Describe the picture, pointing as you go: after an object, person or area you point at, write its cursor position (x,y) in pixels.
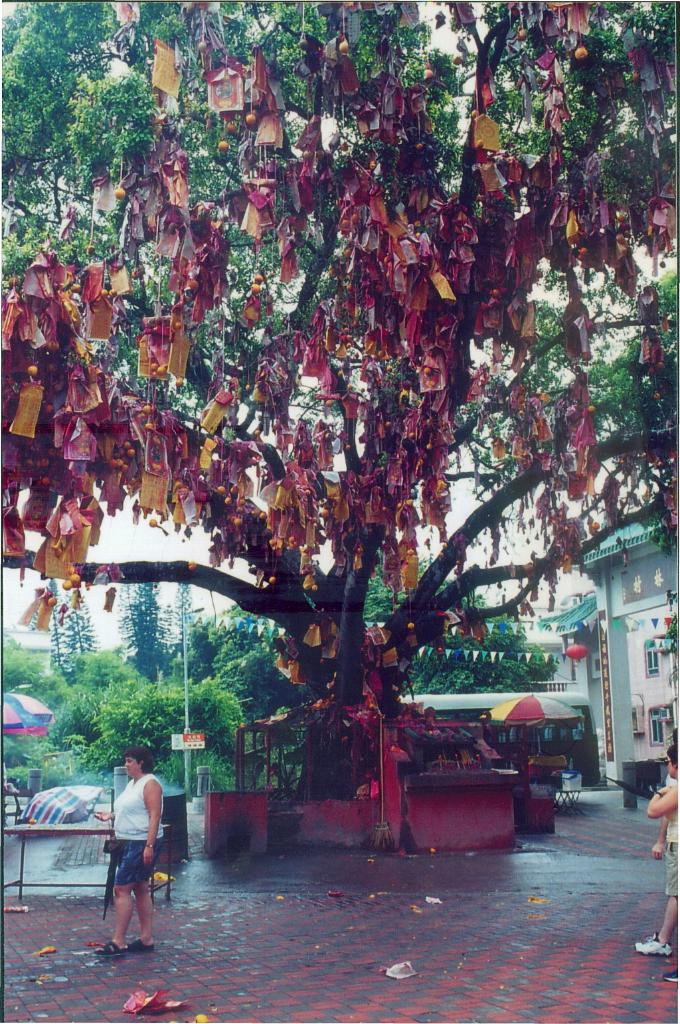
This image is taken outdoors. At the bottom of the image (184,944) there is a floor (332,934). In the middle of the image (287,525) there is a big tree (378,698) and many papers (236,462) are tied to it. In the background (167,691) there are a few trees (209,669) and plants (229,754) and there is a building (655,683). There is an umbrella (554,711). On the right side of the image (669,927) a kid (669,837) is walking on the floor (662,867). On the left side of the image (25,716) there is an umbrella (33,728), there is an empty table (22,879) and a woman (123,847) is walking on the floor (618,846).
